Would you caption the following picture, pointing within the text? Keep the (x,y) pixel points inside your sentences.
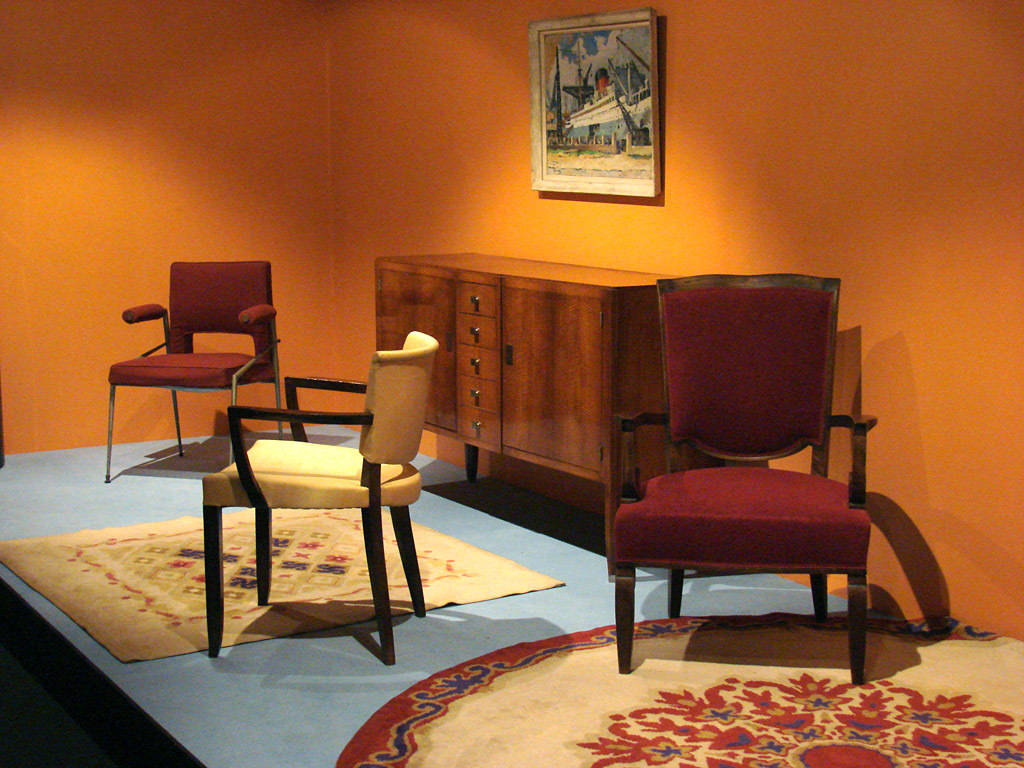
In this image I see 3 chairs (399,380), a cupboard (394,336) and a photo frame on the wall (62,446).
